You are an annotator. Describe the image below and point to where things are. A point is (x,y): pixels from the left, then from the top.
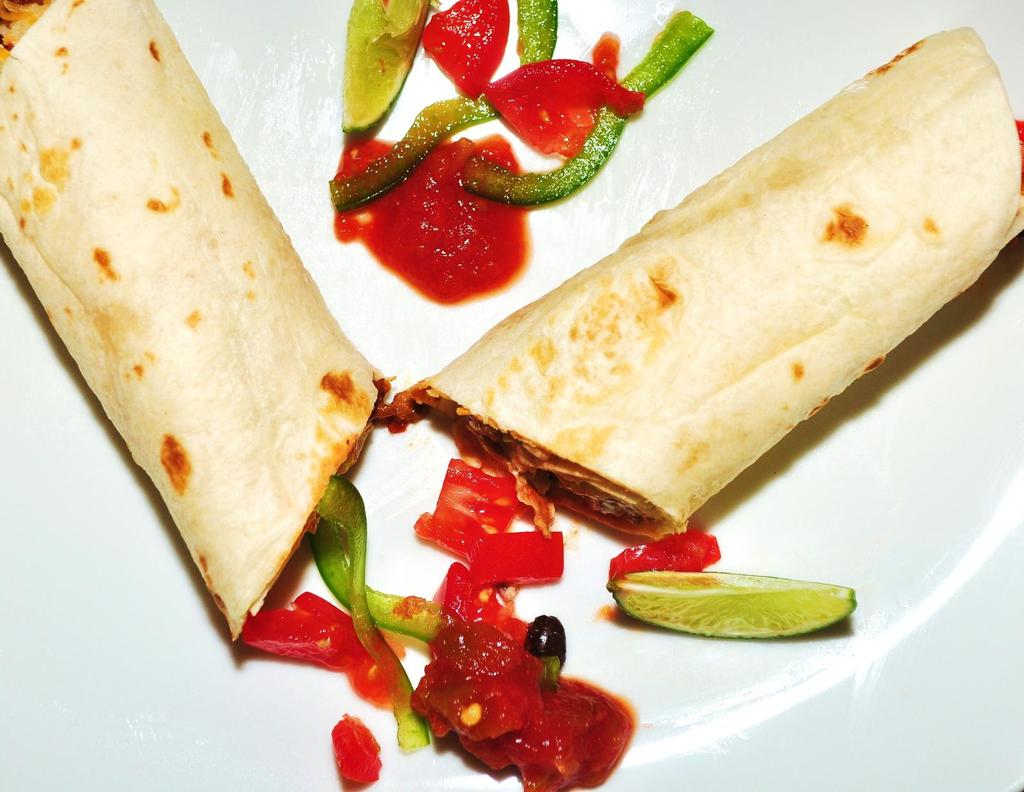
In this image we can see food (658,531) placed on the plate (850,626).
